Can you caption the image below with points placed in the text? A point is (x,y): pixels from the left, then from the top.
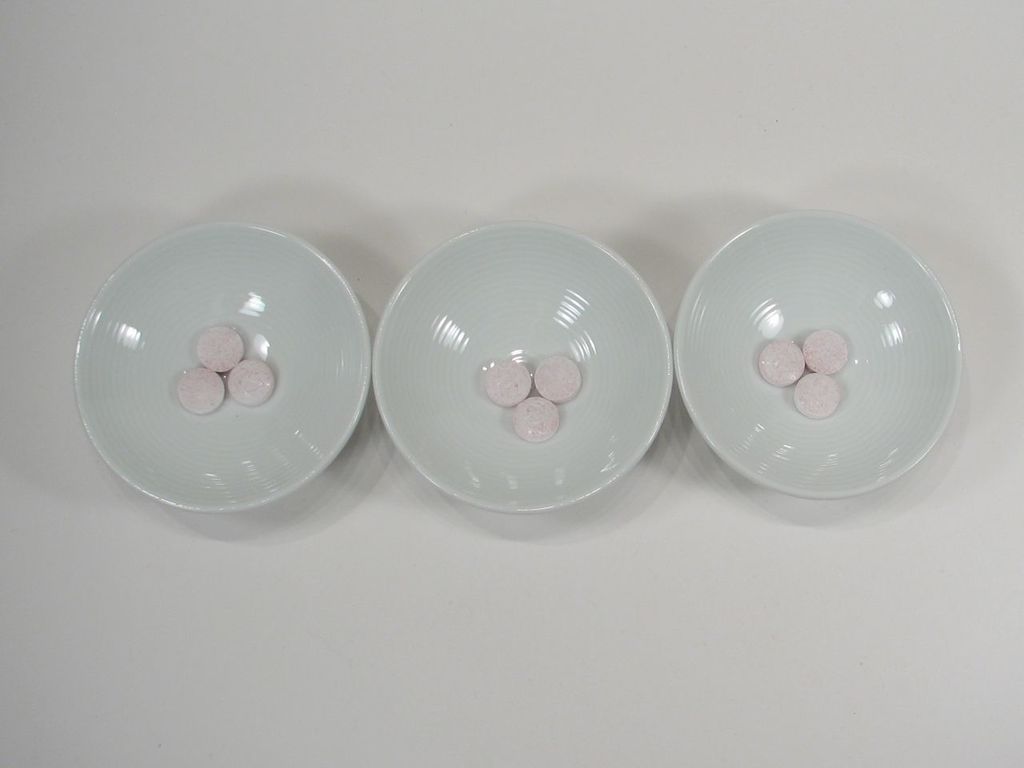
In the center of this picture (457,264) we can see the three bowls (160,436) containing some objects (567,391) and the bowls (648,338) are placed on a white color object (515,118).
